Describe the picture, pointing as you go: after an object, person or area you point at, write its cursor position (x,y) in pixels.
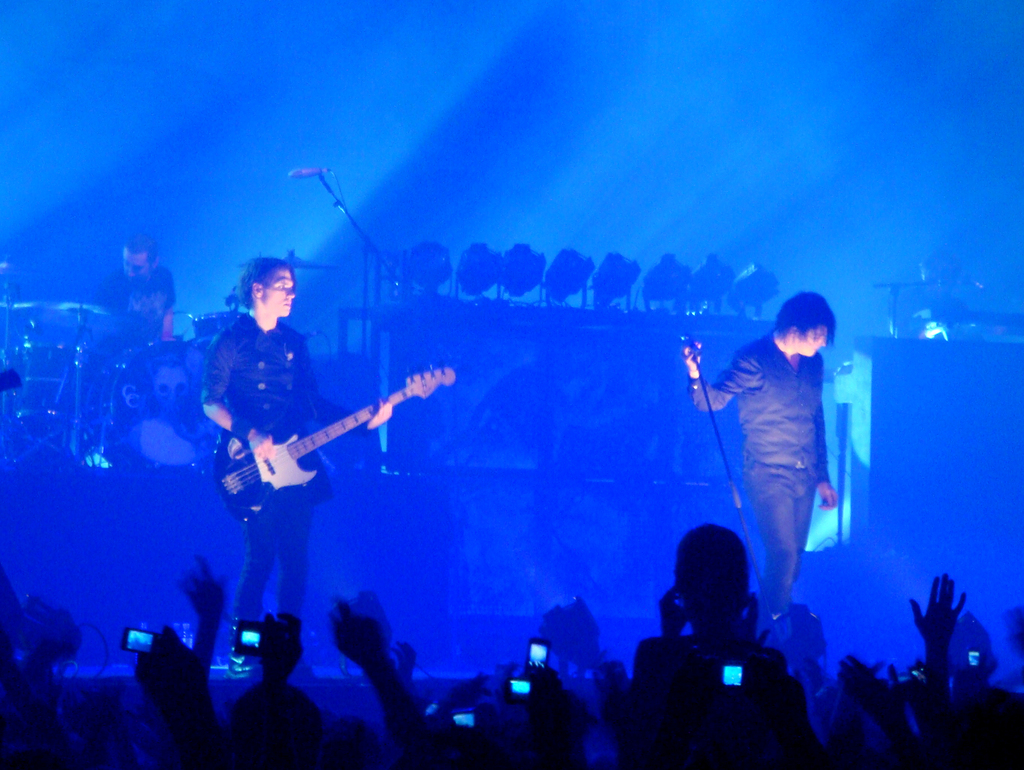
In this image there are group of persons (544,679) towards the bottom of the image (504,715), they are holding an object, there are two men (803,373) standing on the stage (710,500), one man (769,401) is holding an object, the other person (259,361) is playing a musical instrument (276,474), there is a stand (328,190), there is a microphone (321,174), there are lights (708,298), there are men (140,255) sitting and playing musical instruments (119,325), the background of the image (664,374) is blue in color.
